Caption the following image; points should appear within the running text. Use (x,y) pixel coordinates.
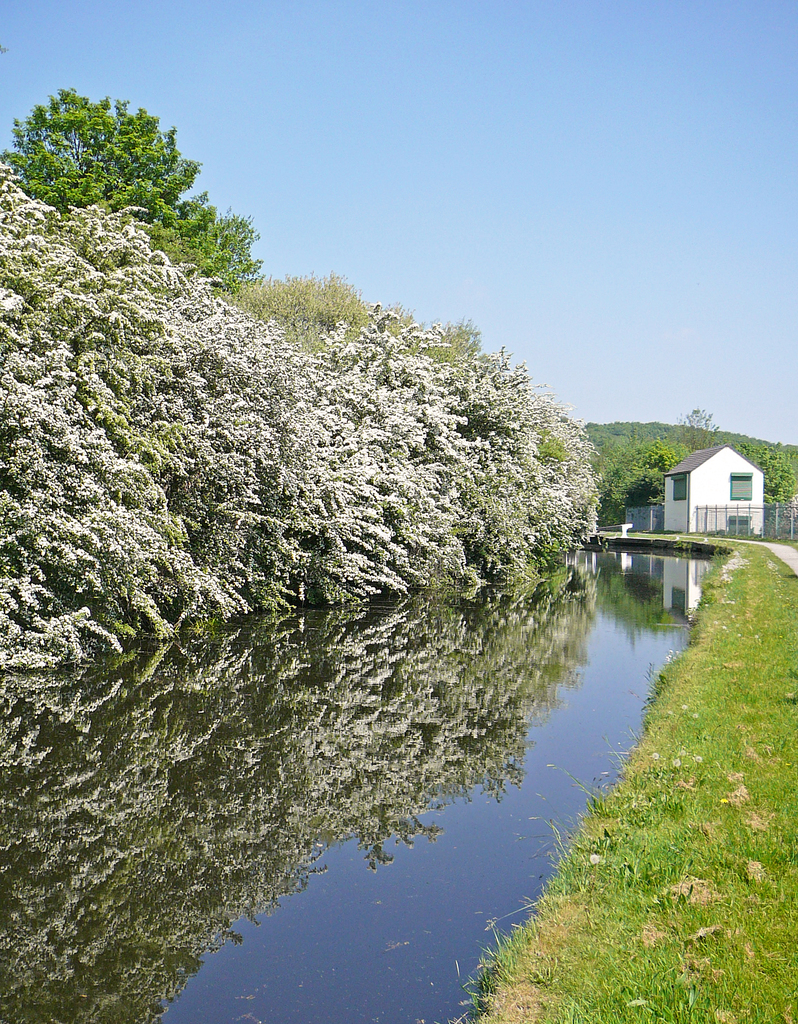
This image consists of many trees (239,531). On the right (711,462), we can see a small house (730,472) along with windows (739,479). Beside that there is a fencing (782,527). At the bottom (393,886), there is water (395,813). On the right (690,893), we can see green grass (666,829) on the ground (739,556). At the top (325,153), there is sky (266,150).
